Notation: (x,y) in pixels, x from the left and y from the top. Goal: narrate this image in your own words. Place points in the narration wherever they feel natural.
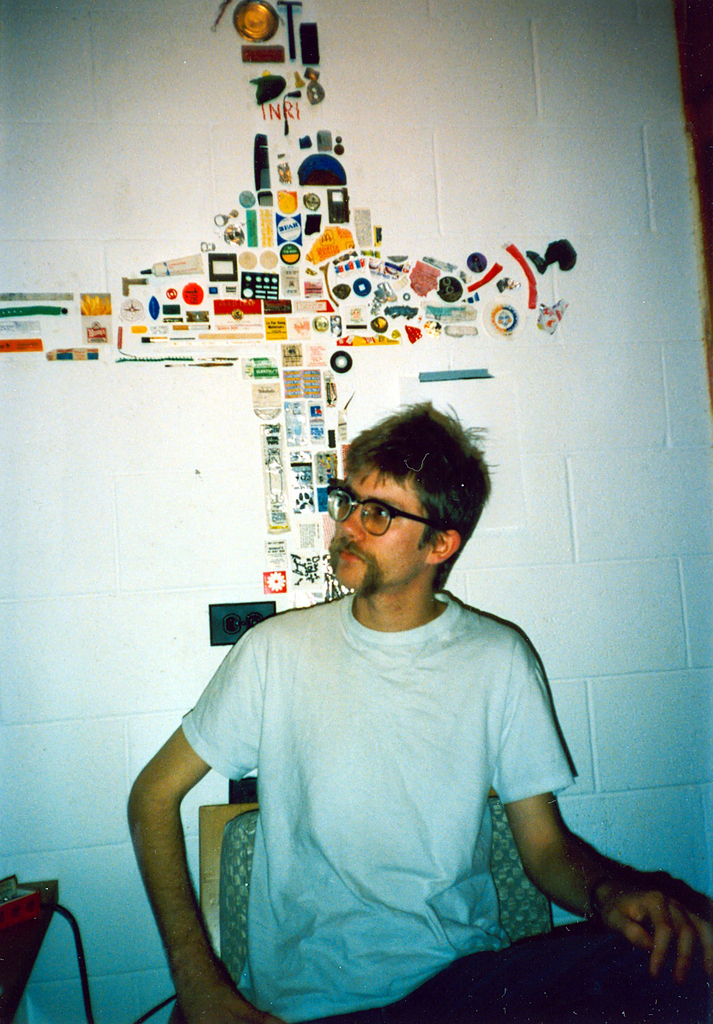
There is a man (232,697) sitting on chair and wore spectacle (368,528), behind him we can see painting (218,355) on the wall (381,312), beside him we can see cable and object (25,906).
